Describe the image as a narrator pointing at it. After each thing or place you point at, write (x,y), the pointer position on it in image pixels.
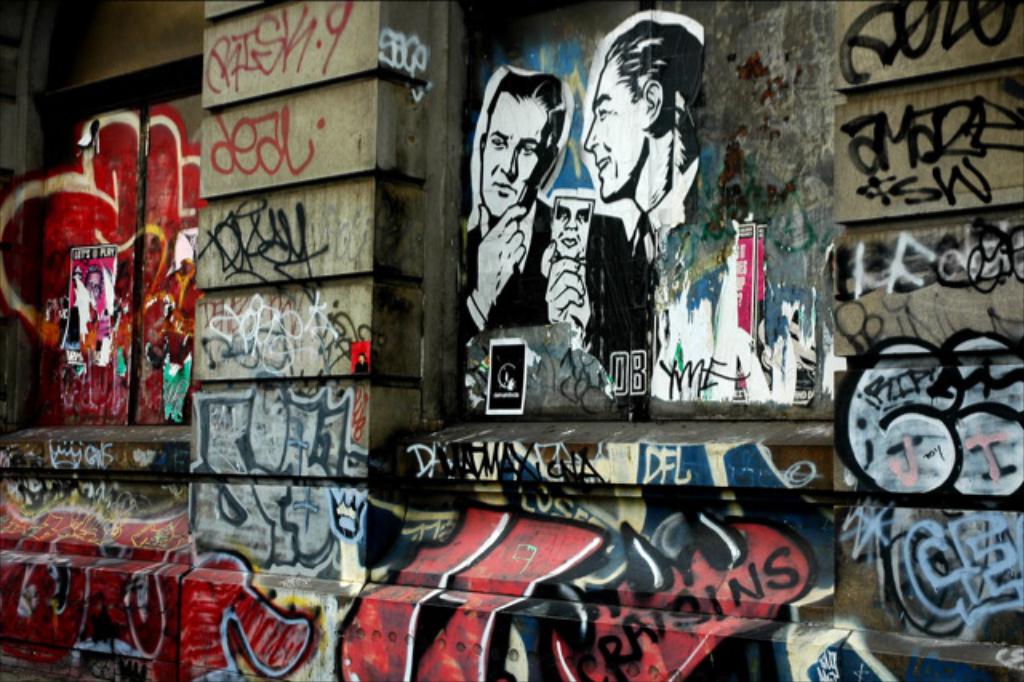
In this image there is graffiti (565,473) on the wall (207,447).
